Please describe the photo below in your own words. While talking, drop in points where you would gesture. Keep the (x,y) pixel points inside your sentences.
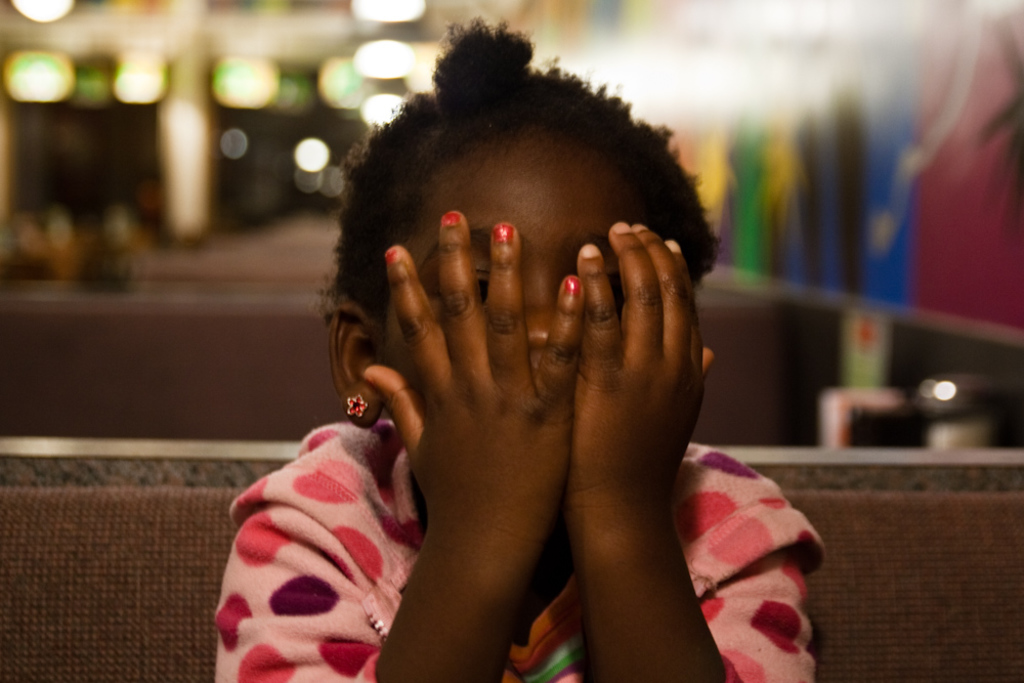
In this image there is a girl (486,387) covering her face (549,271) with her hands (549,411) is sitting on the bench (63,530).
